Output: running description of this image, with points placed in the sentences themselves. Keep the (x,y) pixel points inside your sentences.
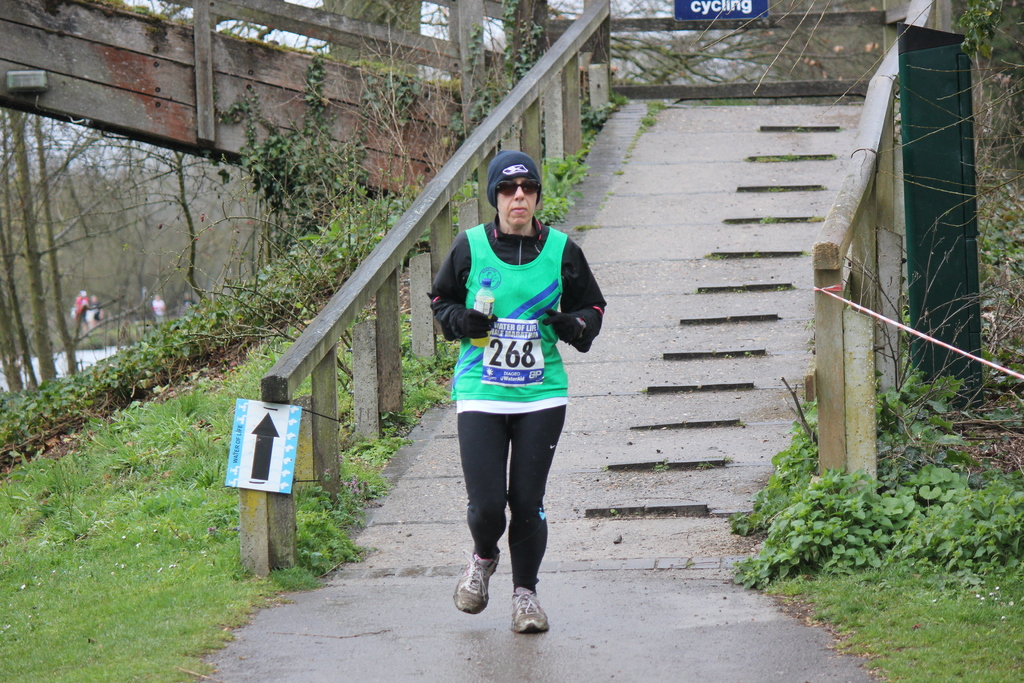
In this image we can see one person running and holding an object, we can see a bridge railing (763,89), trees (773,77), grass (71,605), on the right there is an object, we can see the sky (647,39) in the background (422,23).
